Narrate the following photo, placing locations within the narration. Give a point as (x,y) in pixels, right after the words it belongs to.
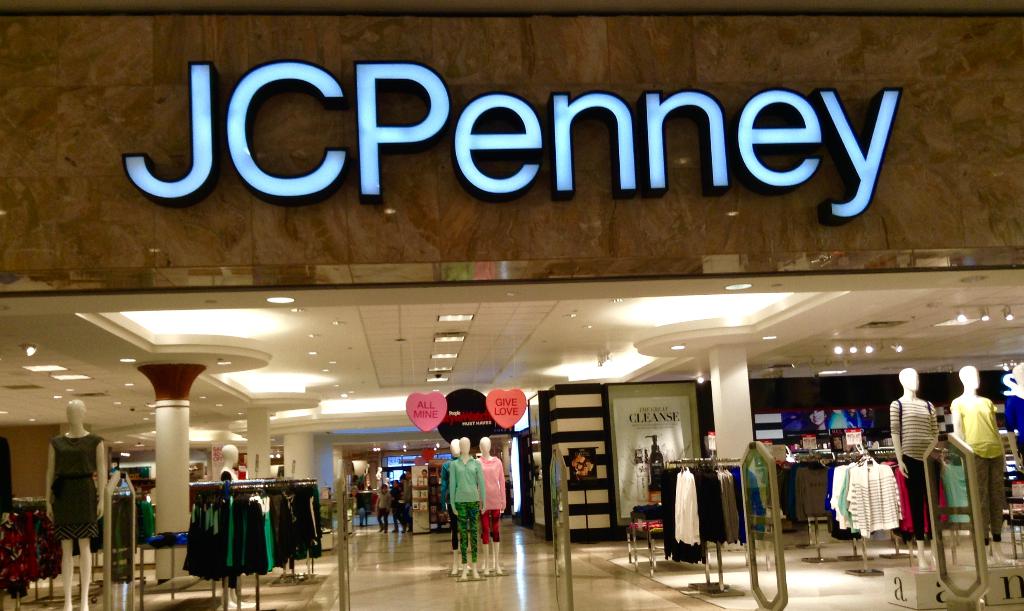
This image looks like a shopping mall (513,456), there are some mannequins (488,487), pillars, clothes (256,537) hanged to the stands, also we can see some boards (438,419) with text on it, at the top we can see some lights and on the shop (430,280) we can see some text (364,192).
